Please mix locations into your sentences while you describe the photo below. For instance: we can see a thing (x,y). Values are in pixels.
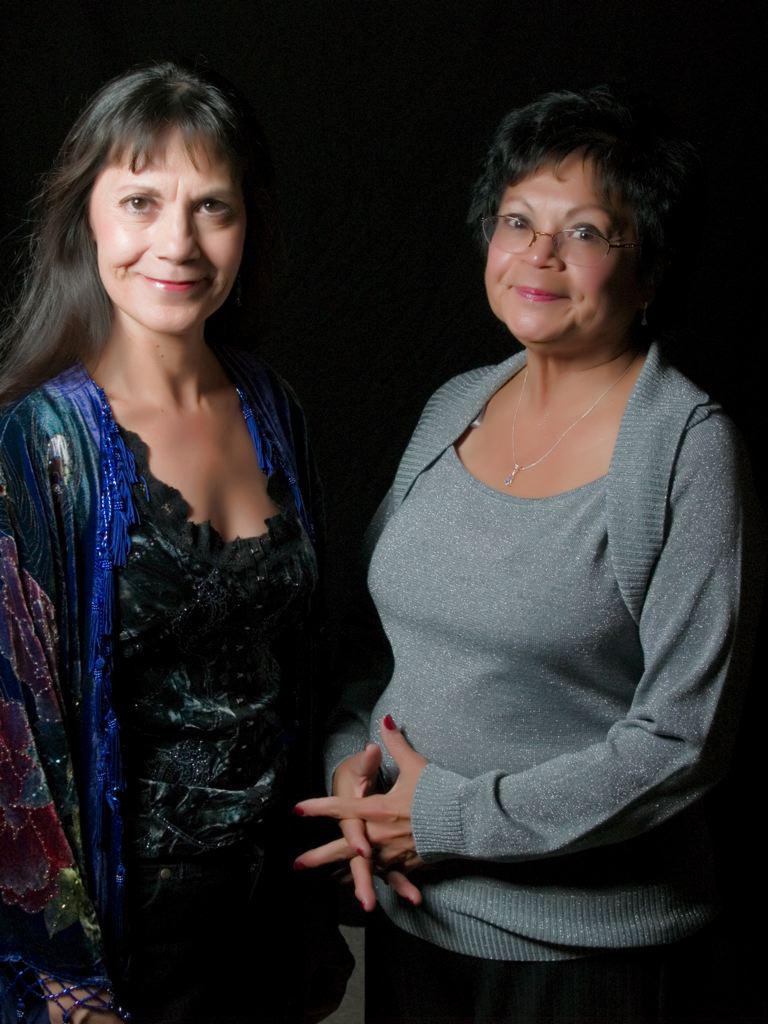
In the foreground of this image (148,774), there are two women (563,768) standing and posing to the camera having smile (161,278) on their faces (494,268) and there is a dark background (388,62).
